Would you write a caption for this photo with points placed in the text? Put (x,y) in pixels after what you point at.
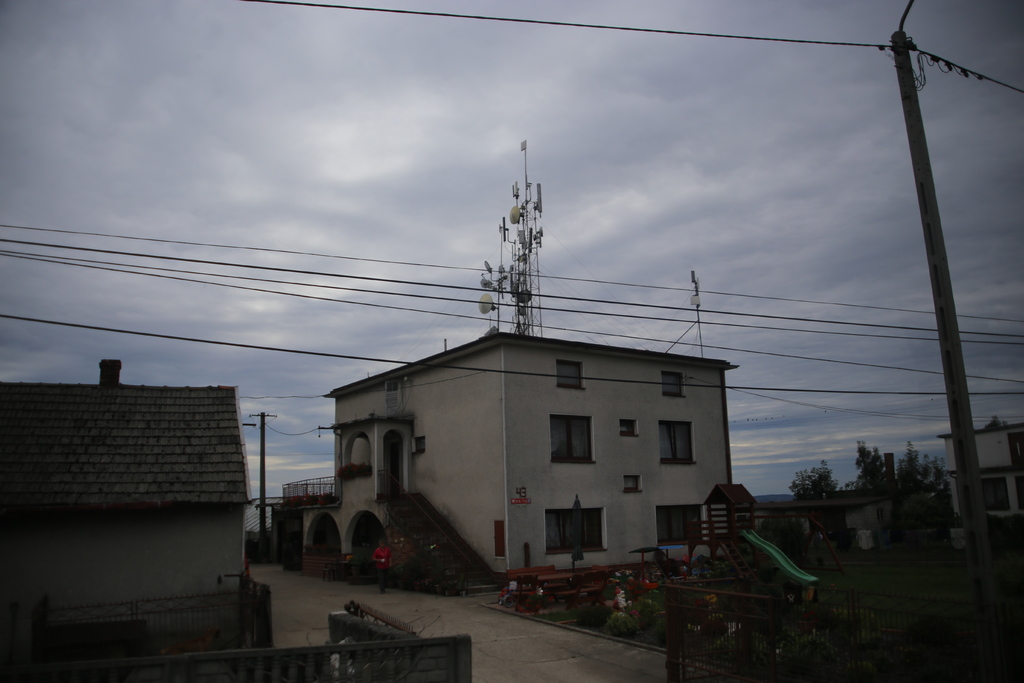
In this image we can see houses (373,448), beside that we can see one person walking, on the right (887,589) we can see playing objects (742,502), grass (924,589), metal fence (705,617), we can see transmission towers (958,370) and cable wires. And we can see trees (879,486), at the top (435,140) we can see the sky (597,140) with clouds (209,225).
